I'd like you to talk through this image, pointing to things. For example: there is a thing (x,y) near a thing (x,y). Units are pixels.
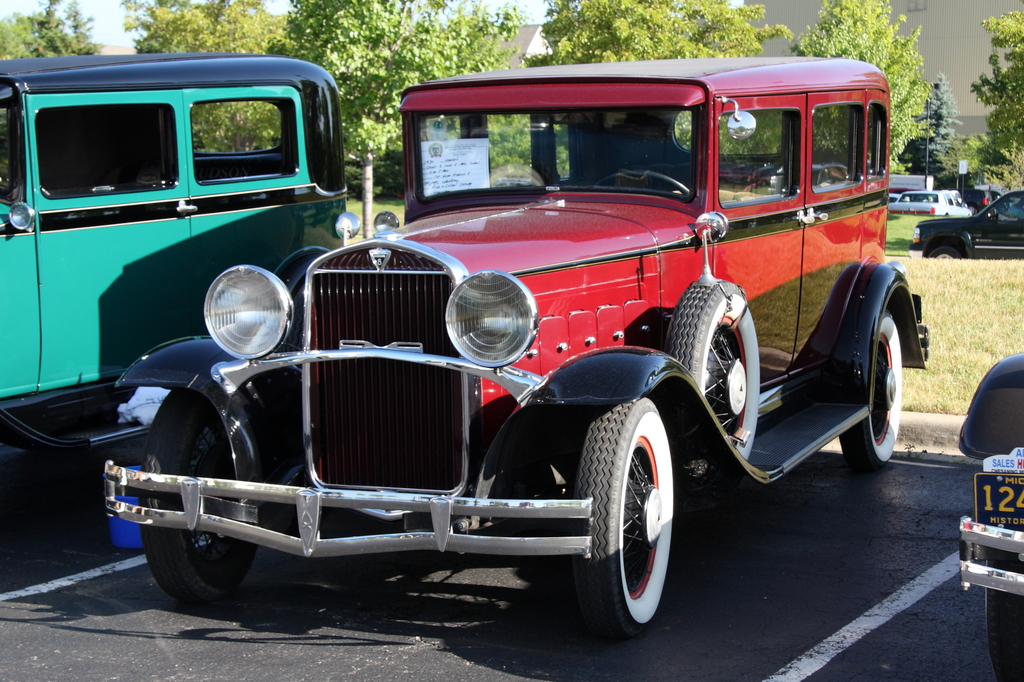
In this image we can see cars (234,468) on the road (203,623). In the background of the image (470,29) there are trees (317,20), houses (790,23), cars (1011,246) and grass (942,268).
